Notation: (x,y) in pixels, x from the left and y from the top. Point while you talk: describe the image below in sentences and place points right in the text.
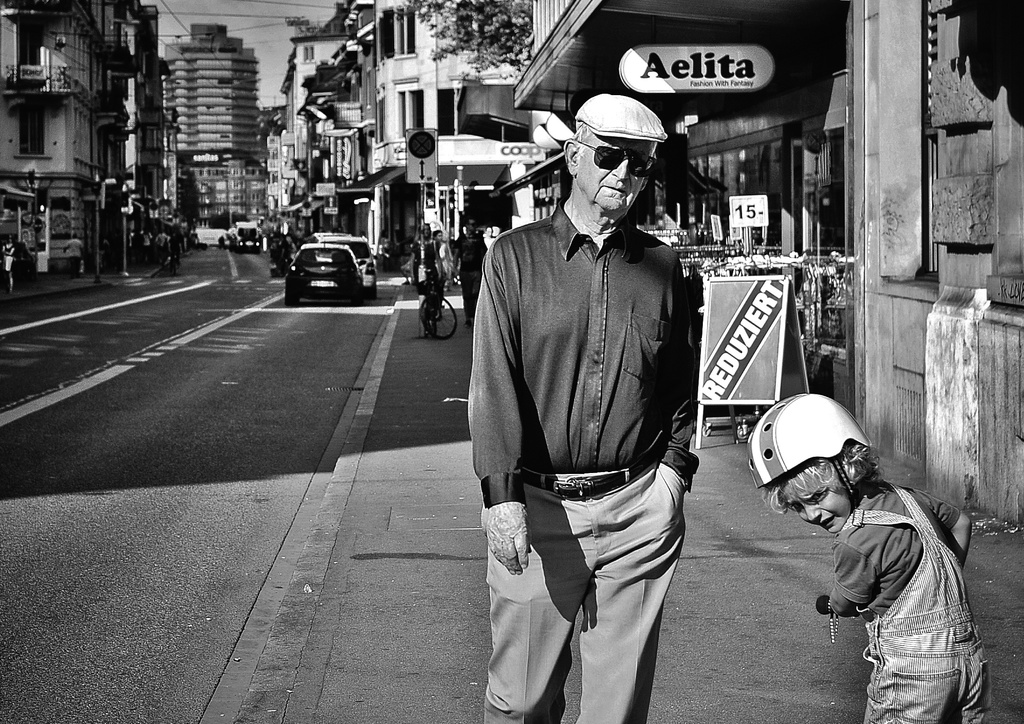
This is a black and white image. On the left side of the image (136,17) we can see buildings (87,228) and poles (123,257). On the right side of the image (847,154) we can see persons (640,558), vehicles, buildings (714,176) and name boards (709,67). In the background (213,126) we can see buildings (219,115) and sky (260,20). In the center of the image (342,299) we can see vehicles (239,242) on the road (177,409).
